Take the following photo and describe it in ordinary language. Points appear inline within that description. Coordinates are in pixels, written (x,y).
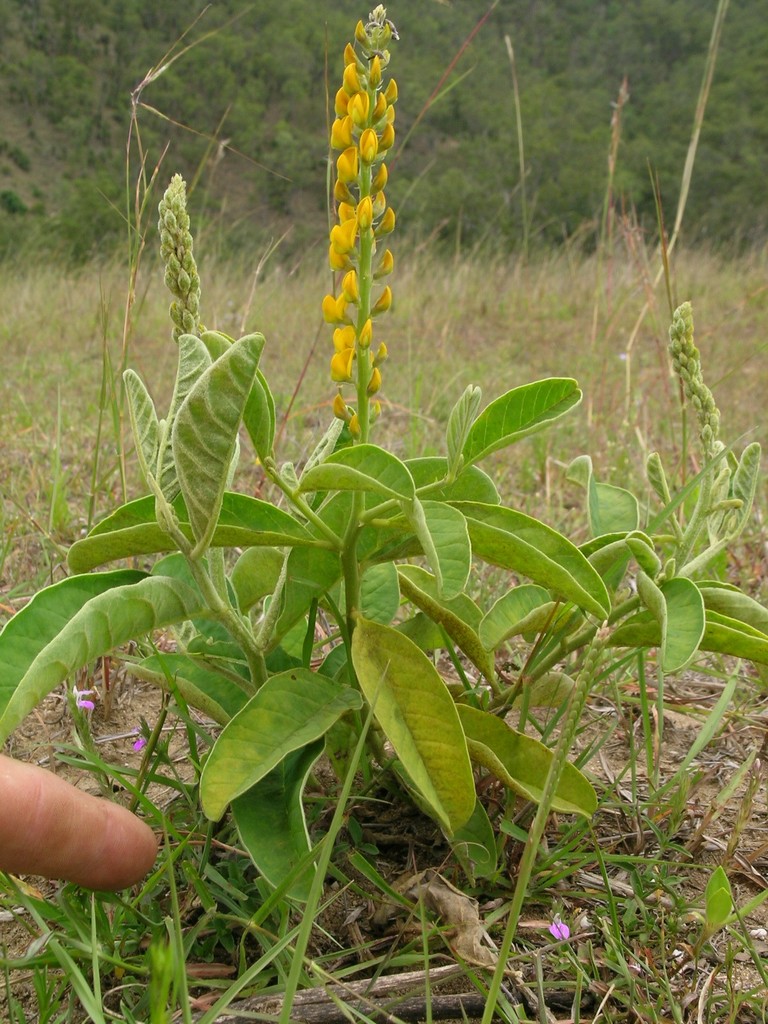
In this picture I can see a plant (391,642). In the background (253,95) I can see trees (190,94) and grass (310,334). Here I can see a person's finger (65,838).
